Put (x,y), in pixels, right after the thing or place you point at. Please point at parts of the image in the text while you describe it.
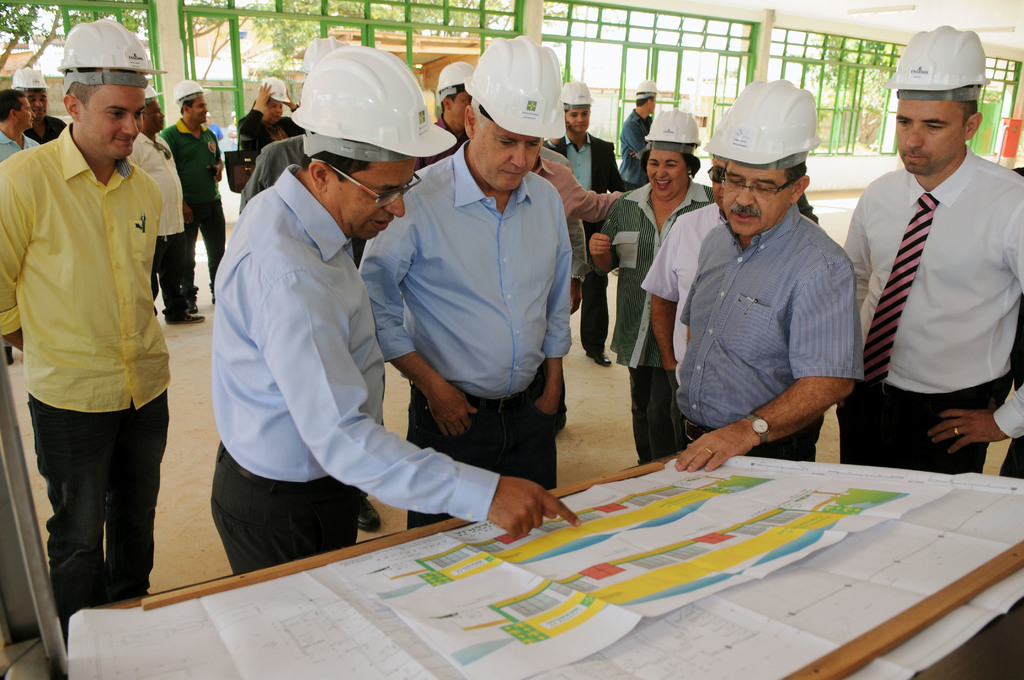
In the center of the image (669,434) there are people (349,500) standing wearing white color helmet (108,44). At the bottom of the image (807,489) there is a table (977,591) there is a chart (744,564) on it. In the background of the image (618,29) there is a glass door (377,10). There are trees (270,35).
